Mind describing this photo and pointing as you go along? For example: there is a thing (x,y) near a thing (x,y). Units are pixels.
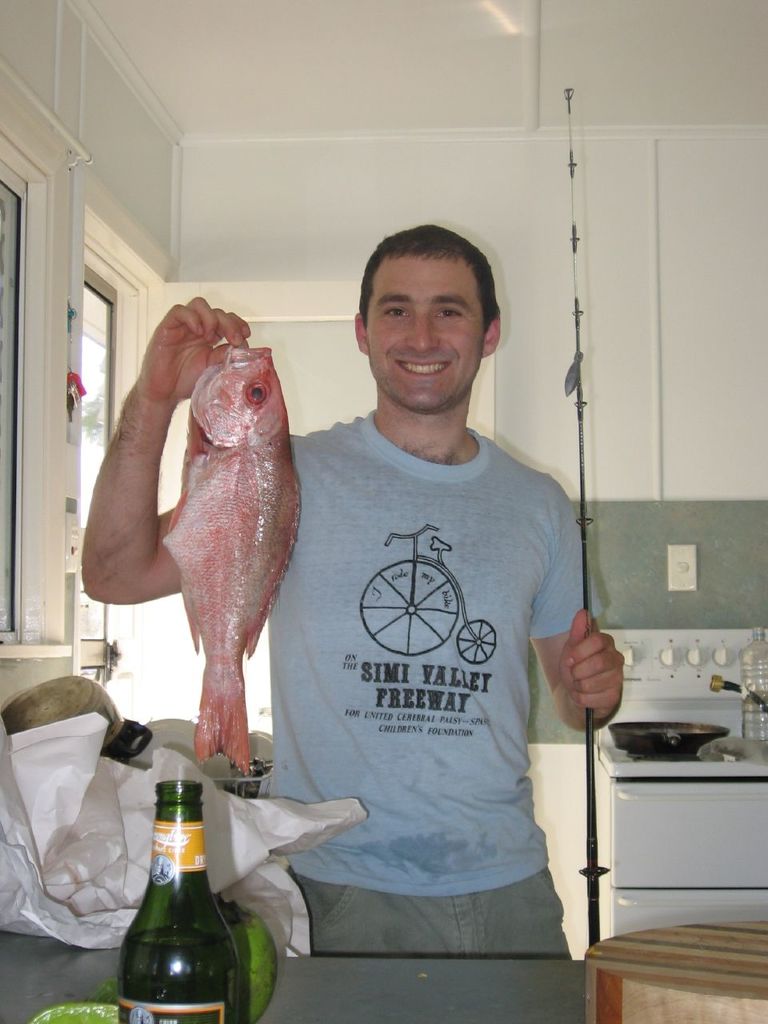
In this image i can see a person (319,570) holding a fish (256,523) and his smiling and his wearing a light blue color t -shirt (314,712) and in front of him there is a bottle (163,1000) kept on the table (301,978). front of him. on the right side (746,681) i can see a bottle (763,695). and i can see a wall (624,360). and left side (86,347) i can see a window (6,398).
